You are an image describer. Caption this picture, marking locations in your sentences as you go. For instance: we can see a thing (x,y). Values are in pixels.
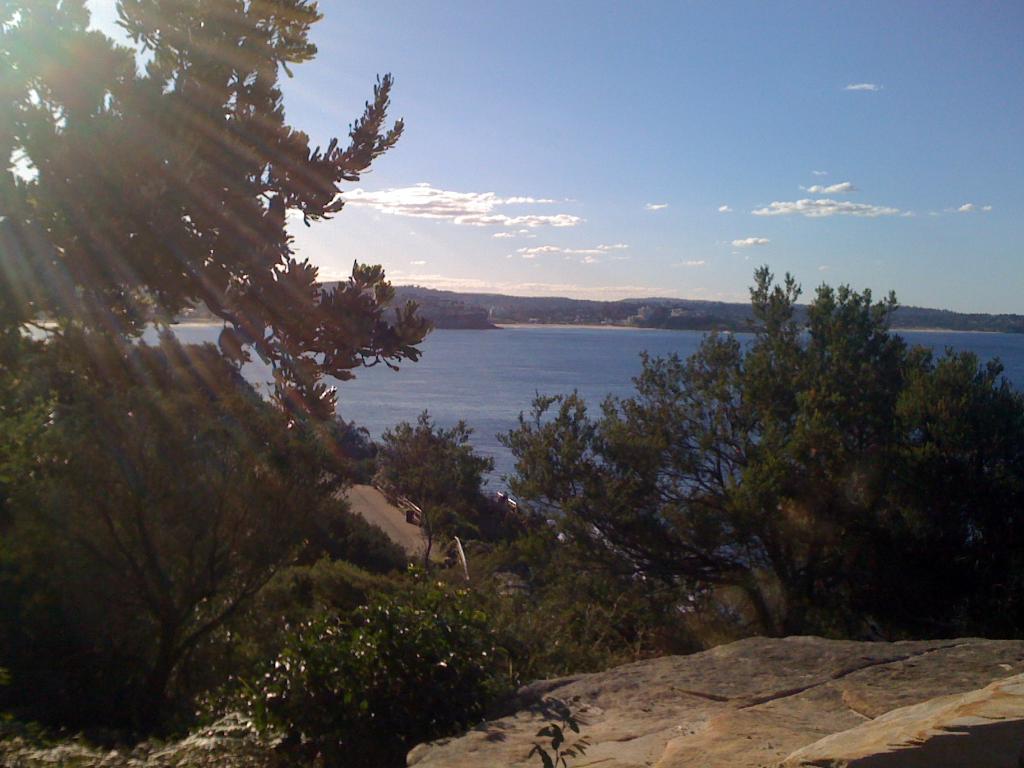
This picture is taken from outside of the city. In this image, on the left side (189,125), we can see some trees (132,492) and plants (351,514). On the right side (979,479), we can also see some trees (997,437) and plants (914,467). In the background (457,350), we can see water (515,363) in a lake (605,358), trees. At the top (597,56), we can see a sky (608,78), at the bottom (467,672), we can see some plants (507,677) and rocks (824,738).
